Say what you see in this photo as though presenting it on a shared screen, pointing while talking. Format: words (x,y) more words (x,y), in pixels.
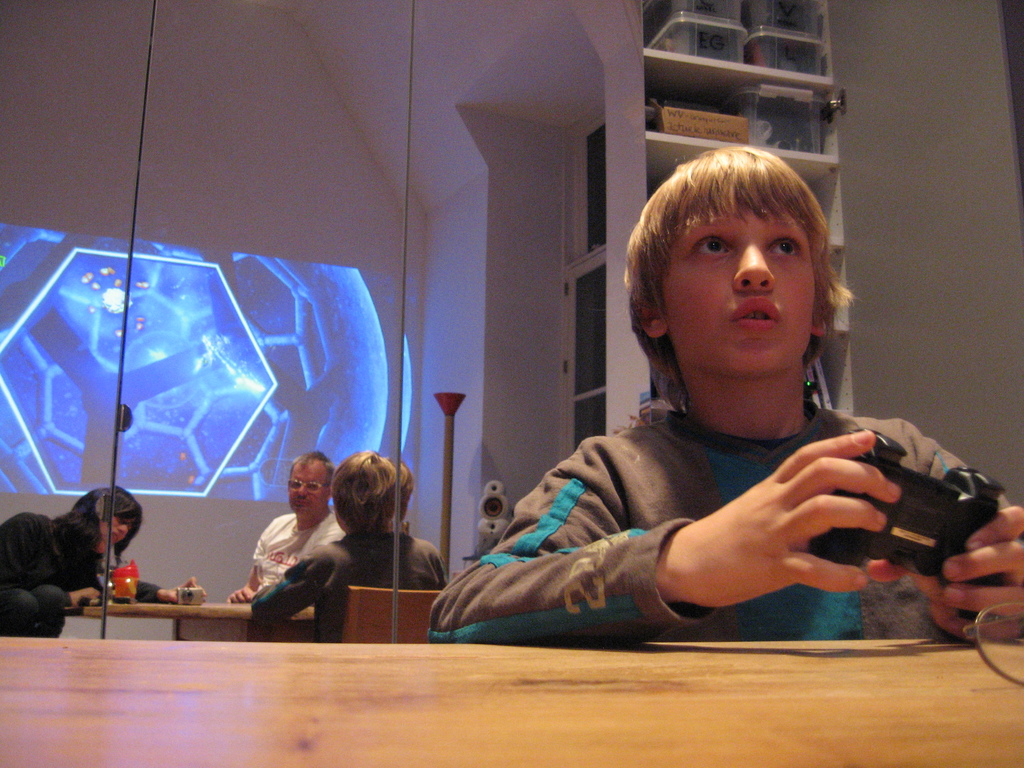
In this image in the foreground (673,438) there is one boy (673,438) who is sitting and he is holding something, at the bottom (936,661) there is table (364,711) in the background (273,606) there are three persons (322,556) who are sitting and there is one table (156,609). On the table (156,609) there are some objects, and in the background (518,185) there is a screen (194,354), wall (534,190), door (572,356) and cupboard (816,154). In that cupboard (692,60) there are some boxes (719,48).
